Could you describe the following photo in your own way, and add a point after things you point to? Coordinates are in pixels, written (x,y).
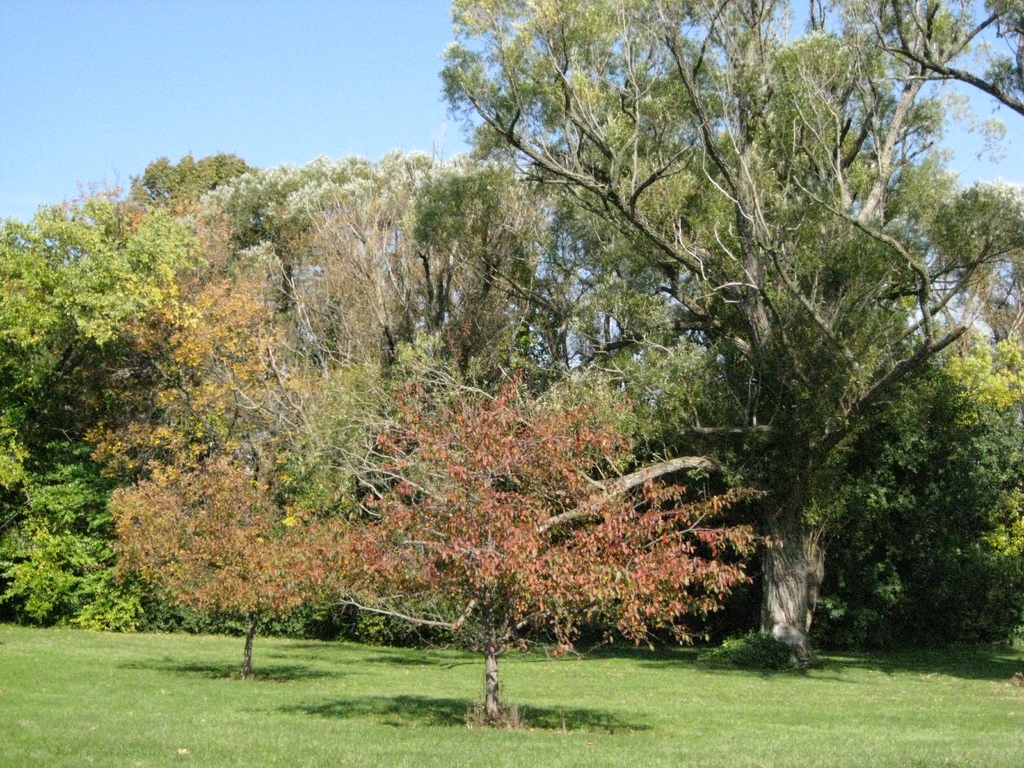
In this image I can see many trees (584,494) which are in red, yellow, green and white color. In the background (249,64) I can see the blue sky (249,64).
